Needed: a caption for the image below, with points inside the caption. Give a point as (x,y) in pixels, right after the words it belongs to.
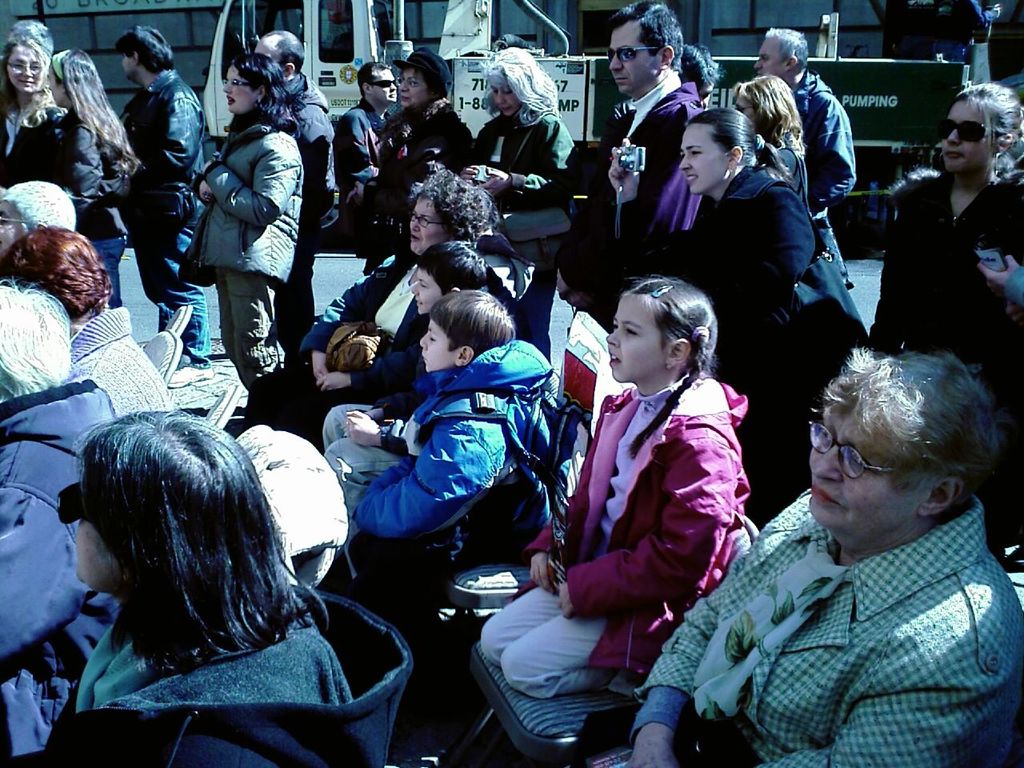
In this image I can see number of persons (575,525) are sitting on chairs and few persons (748,257) are standing. I can see few of them are holding cameras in their hands (613,176). In the background (467,98) I can see a vehicle (572,72).
